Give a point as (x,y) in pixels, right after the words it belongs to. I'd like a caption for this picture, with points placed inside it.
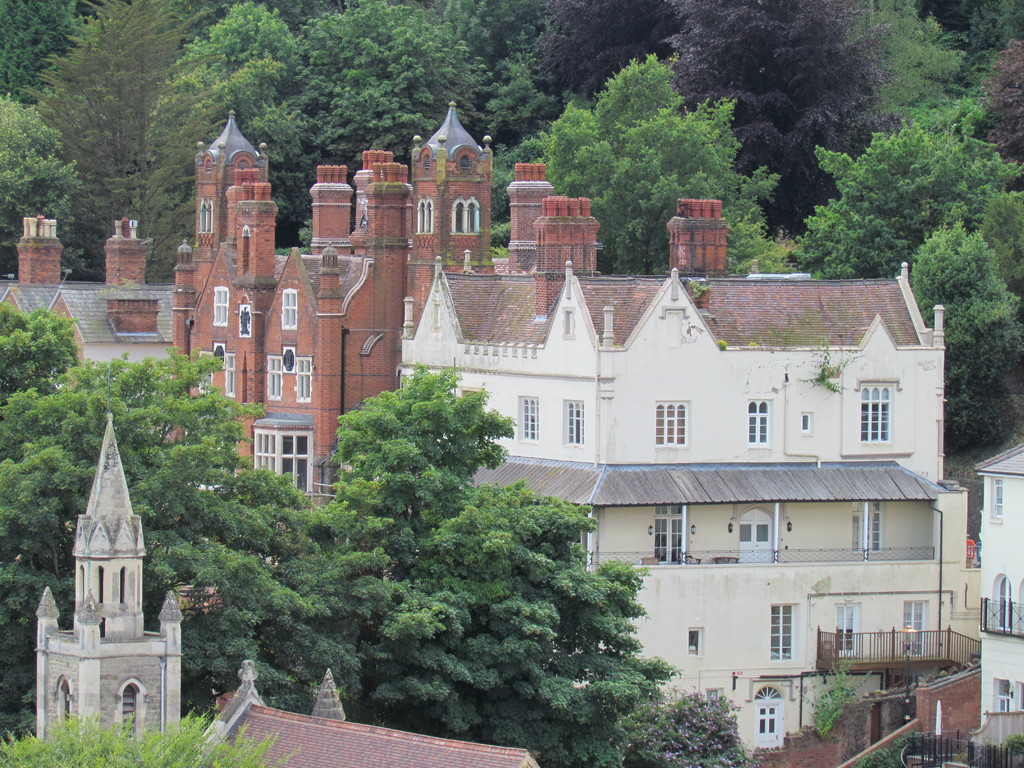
In this image we can see many trees (114,149). There are many buildings (801,539) in the image.
